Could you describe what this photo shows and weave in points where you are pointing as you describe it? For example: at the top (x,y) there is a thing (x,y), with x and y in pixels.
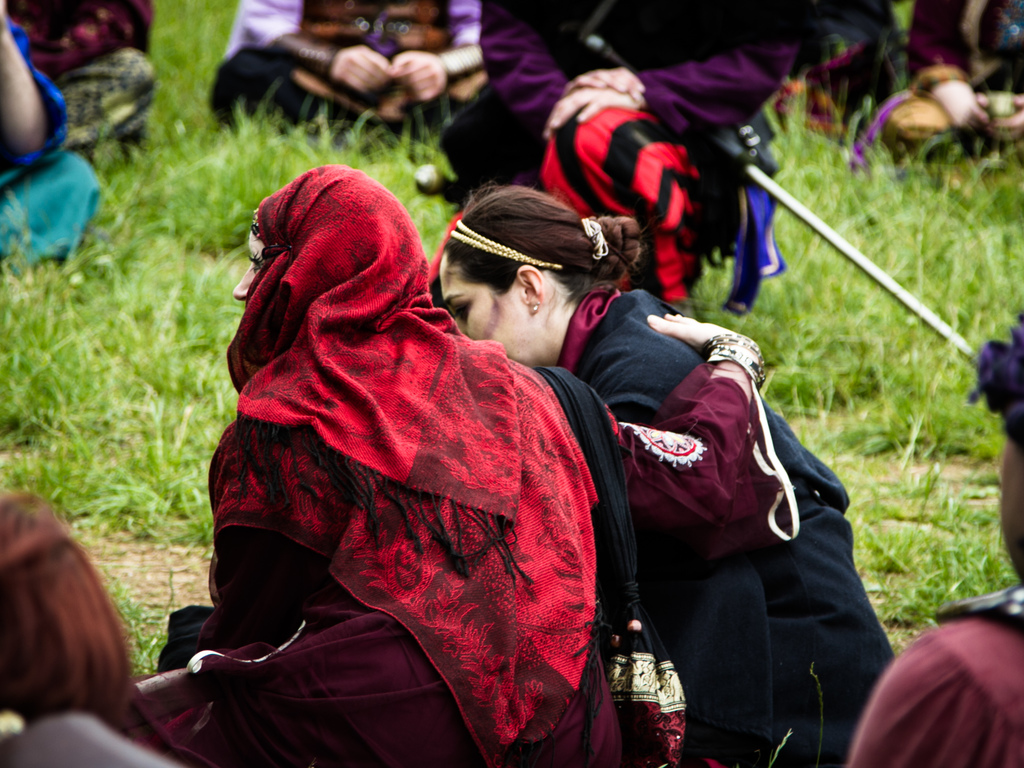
In this image I can see a group of people (627,325) are sitting on grass (890,538), handbags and stick (844,248). This image is taken may be in a park (838,262).
